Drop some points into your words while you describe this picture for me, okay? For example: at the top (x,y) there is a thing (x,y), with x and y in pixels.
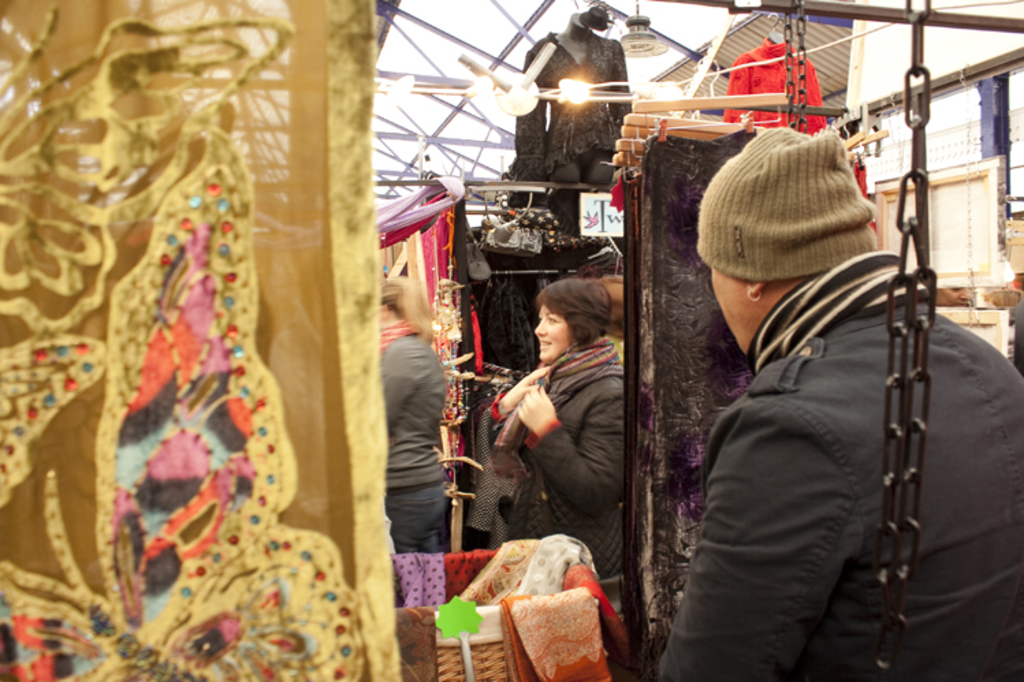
In this image we can see some persons (731,589) standing near the clothes (289,321) and there are some clothes (429,284) to the hanger (463,189) and in the top of the image (535,69) there are some lights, roof (445,70), there is chain (891,528) on the right side of the image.
